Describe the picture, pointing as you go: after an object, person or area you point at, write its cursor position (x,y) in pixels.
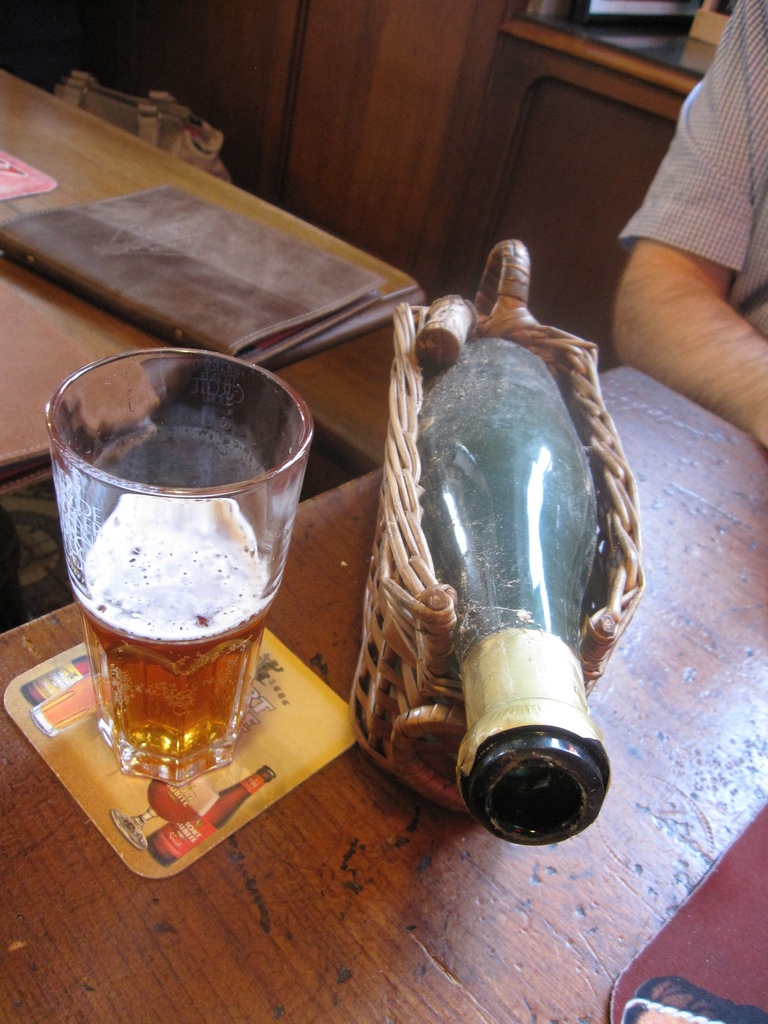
In this image I can see a glass (214,690), bottle (506,748) and few objects (738,858) on the brown color table (560,871). I can see a person (691,226), book (199,304) and a cupboard (429,129).
